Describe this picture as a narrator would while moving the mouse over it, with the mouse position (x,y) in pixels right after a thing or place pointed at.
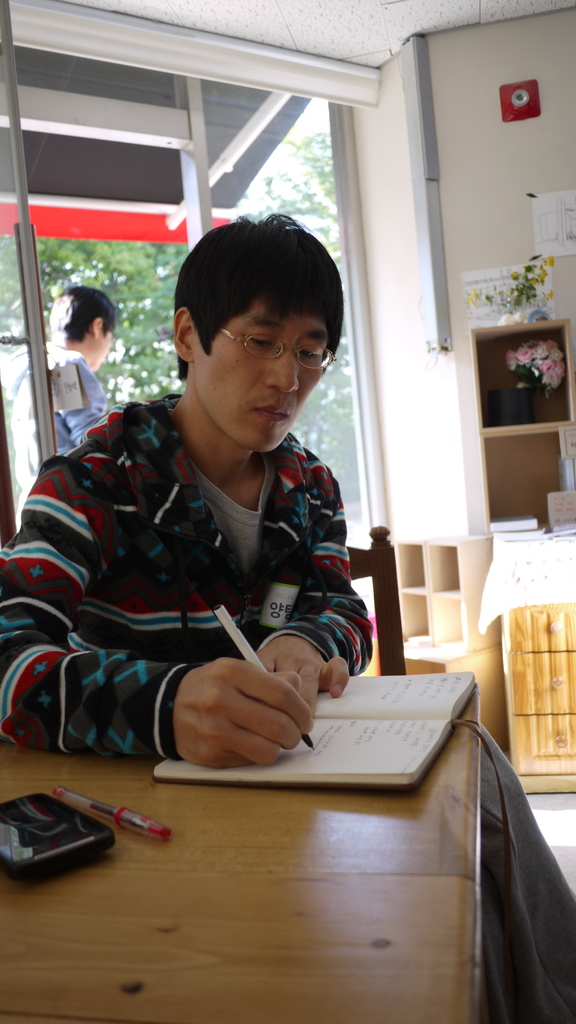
In the image we can see there are two men (122,448). This man (126,451) is sitting and writing something in book (336,712). This is a chair (370,562), table (318,912), red pen (149,829) and a device (59,836).
